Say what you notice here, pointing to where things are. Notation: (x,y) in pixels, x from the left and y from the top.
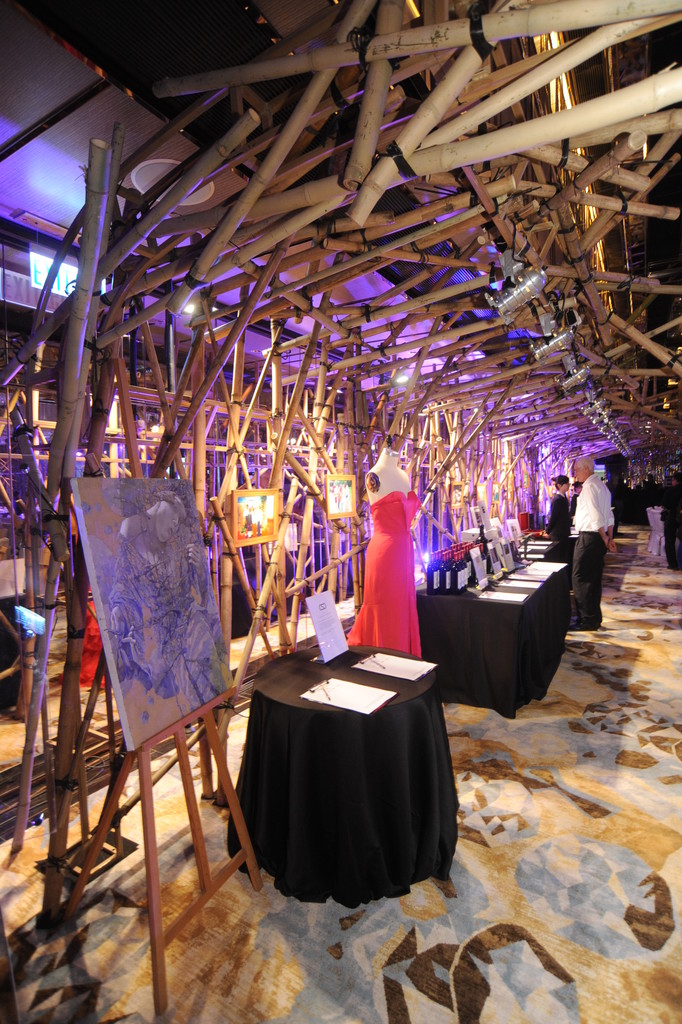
In the image we can see there is a table (329,804) on which there are pads (370,714) in which there are papers (407,667) kept and there is an artist board (165,639) on which there are paintings (176,676) and on the top (513,289) there are lightings (500,291) and bamboo sticks (276,147) are kept.
